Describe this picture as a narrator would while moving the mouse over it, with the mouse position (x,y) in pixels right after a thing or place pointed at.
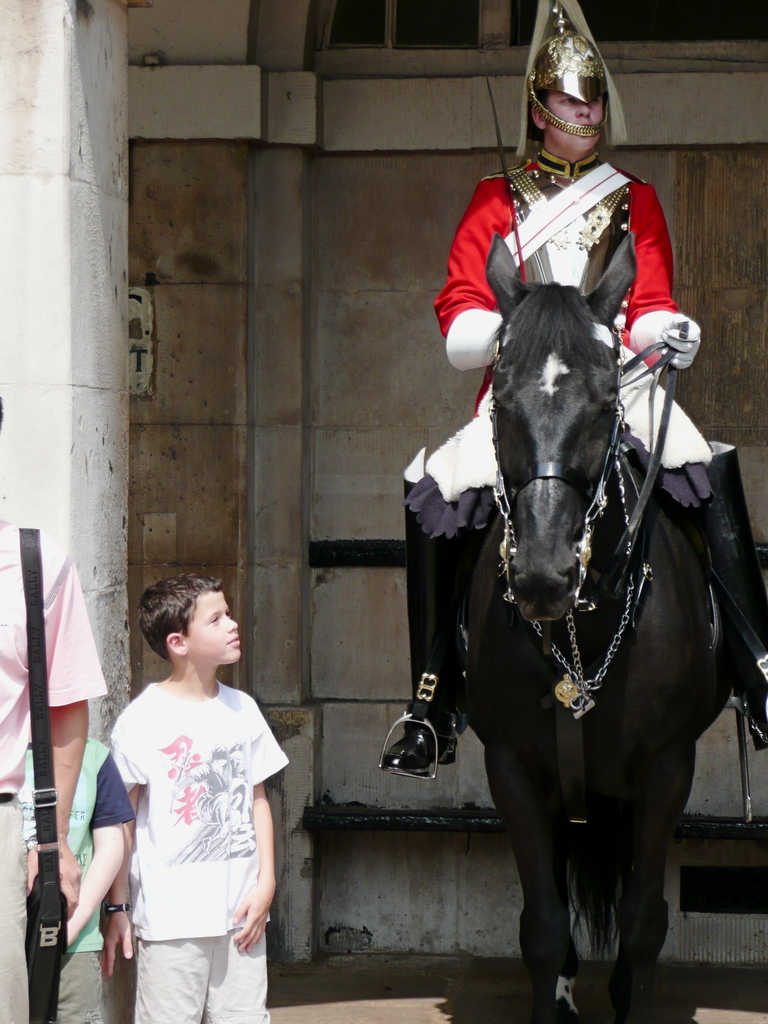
In this image i can see a person (564,243) wearing red color dress (505,229) sitting on the horse (529,646) and at the left side of the image (221,888) there are two kids (192,737) standing and at the background of the image (217,140) there is a wall (206,195).
